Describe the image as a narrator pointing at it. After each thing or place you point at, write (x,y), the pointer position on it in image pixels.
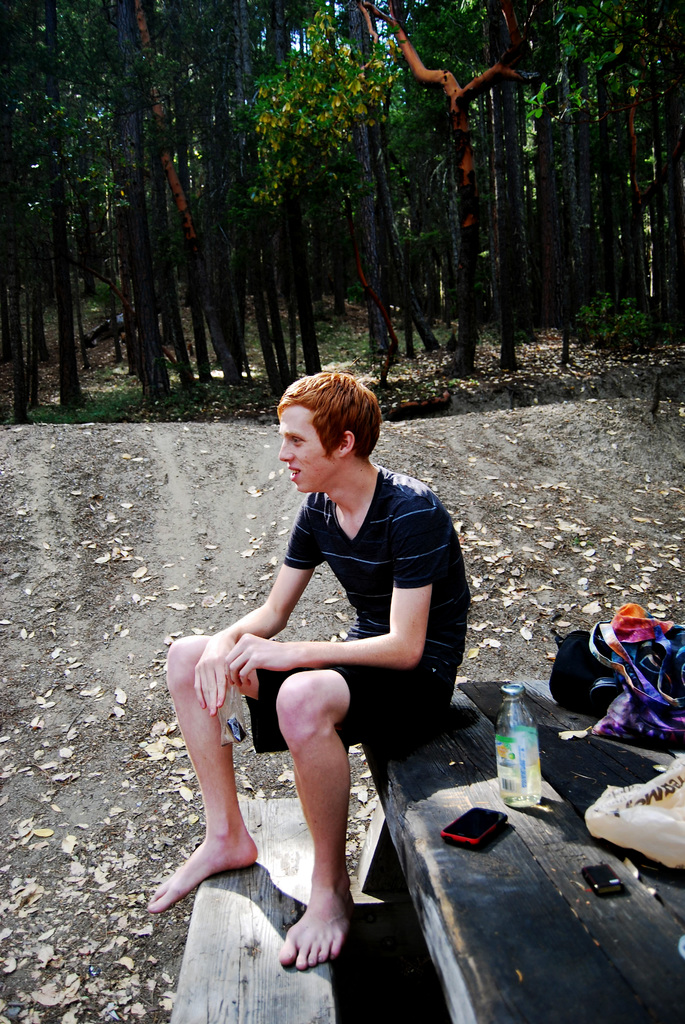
In this image there are objects (648,843) on the right corner (593,882), there is a person (220,777) sitting and there is a wooden object (242,885) in the foreground (231,827). There is ground (126,937) at the bottom (127,948). There are trees (441,214) in the background (333,281).
